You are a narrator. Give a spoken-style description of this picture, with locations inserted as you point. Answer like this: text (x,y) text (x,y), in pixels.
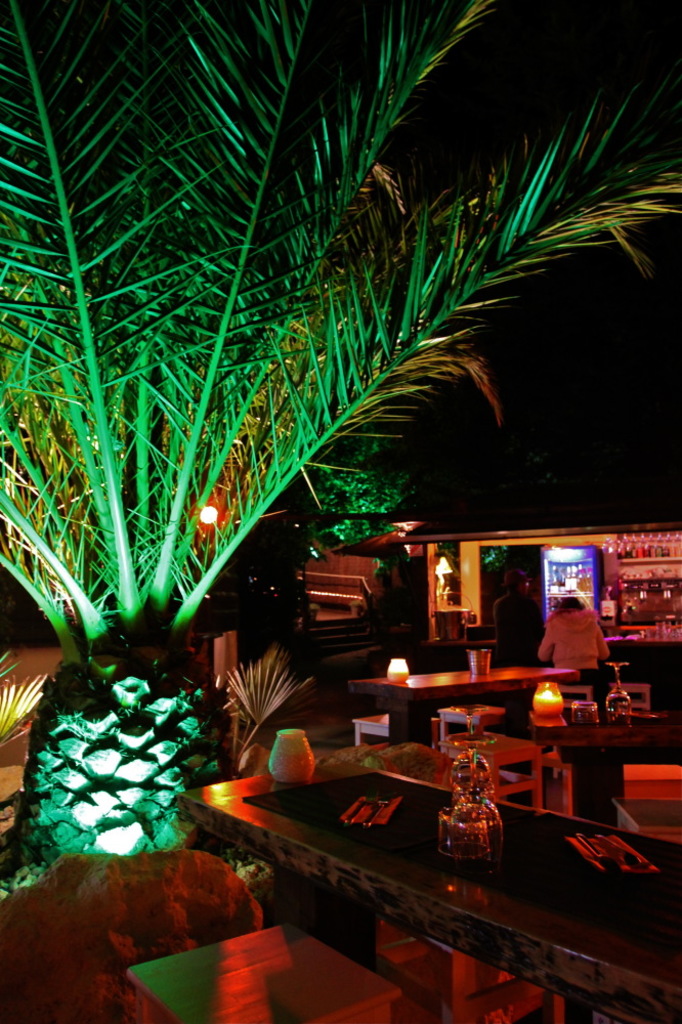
In this image there is a tree (189,442) truncated, there are tables (518,839), there are chairs (501,759), there is a table (600,937) truncated towards the right of the image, there are two persons (535,643) standing, there are bottles (677,552) in the shelves (645,558), there are staircase (366,641), there is a light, there is a rock (136,928), the background of the image (261,559) is dark.
